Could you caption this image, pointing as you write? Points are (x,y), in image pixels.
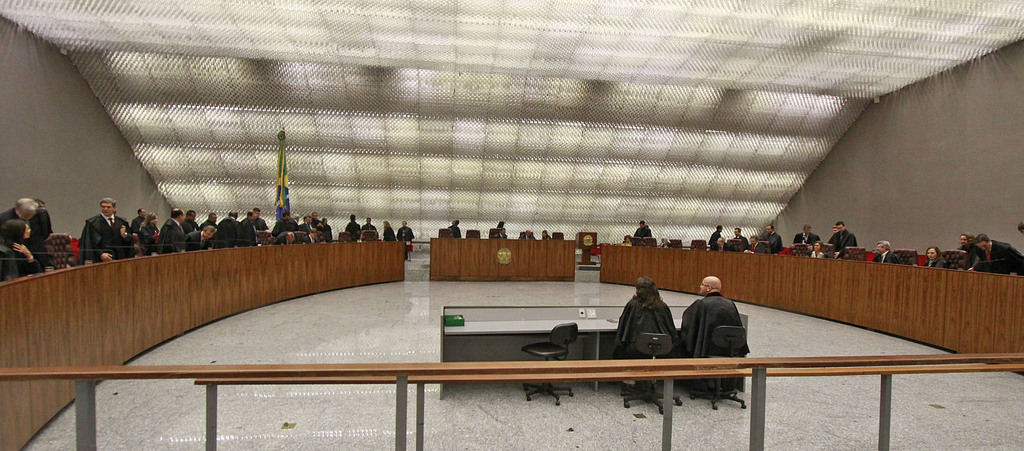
In this image, I can see the inside view of a building (598,224). I can see groups of people (811,255) and there are tables (309,263) on the floor (518,408). In the background (281,201), I can see a flag (279,180) and there is a ceiling (538,176).
